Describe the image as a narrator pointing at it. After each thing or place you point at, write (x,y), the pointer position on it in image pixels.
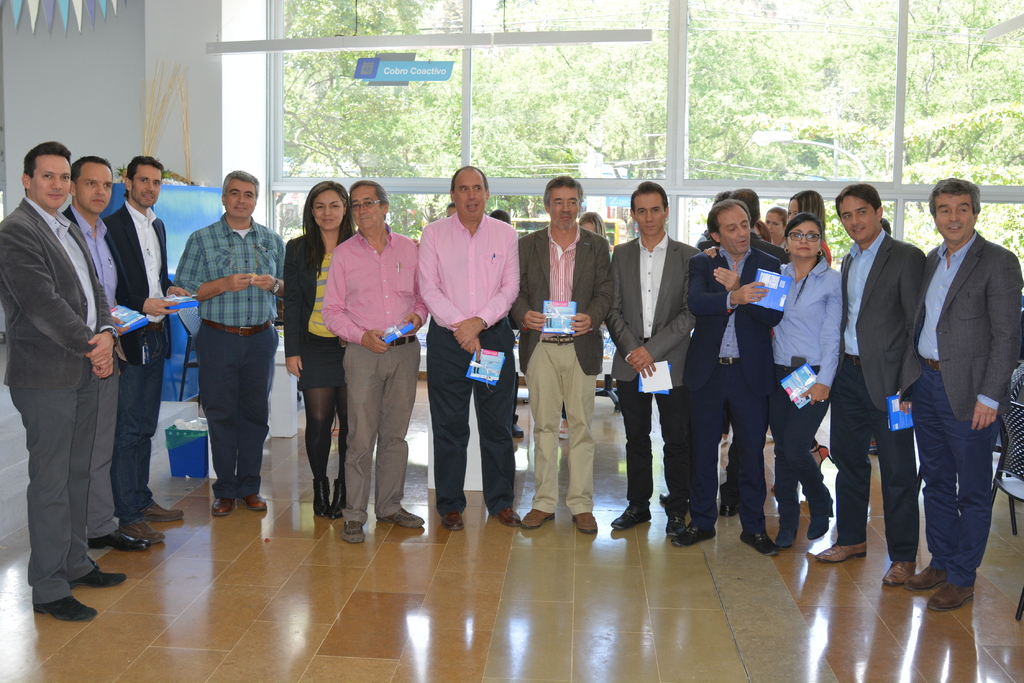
There are few people (410,312) here standing on the floor (553,533) and few are holding books (186,298) in their hands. In the background (216,212) there is a decorative item (113,9) on the left, chairs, sticker (412,74) on the glass (599,138) and some other items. Through the glass door (603,210) we can see trees (519,139) and a vehicle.
